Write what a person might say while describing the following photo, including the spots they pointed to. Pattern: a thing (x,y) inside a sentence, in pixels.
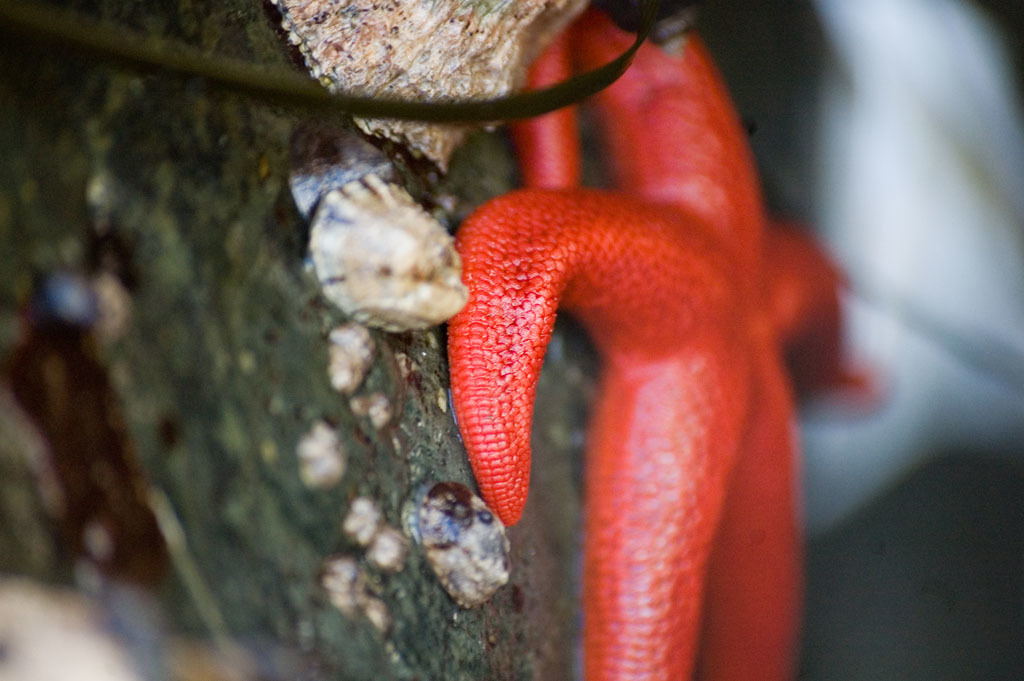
There is a red color starfish (695,190) on a surface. And the background (976,598) is blurred.
